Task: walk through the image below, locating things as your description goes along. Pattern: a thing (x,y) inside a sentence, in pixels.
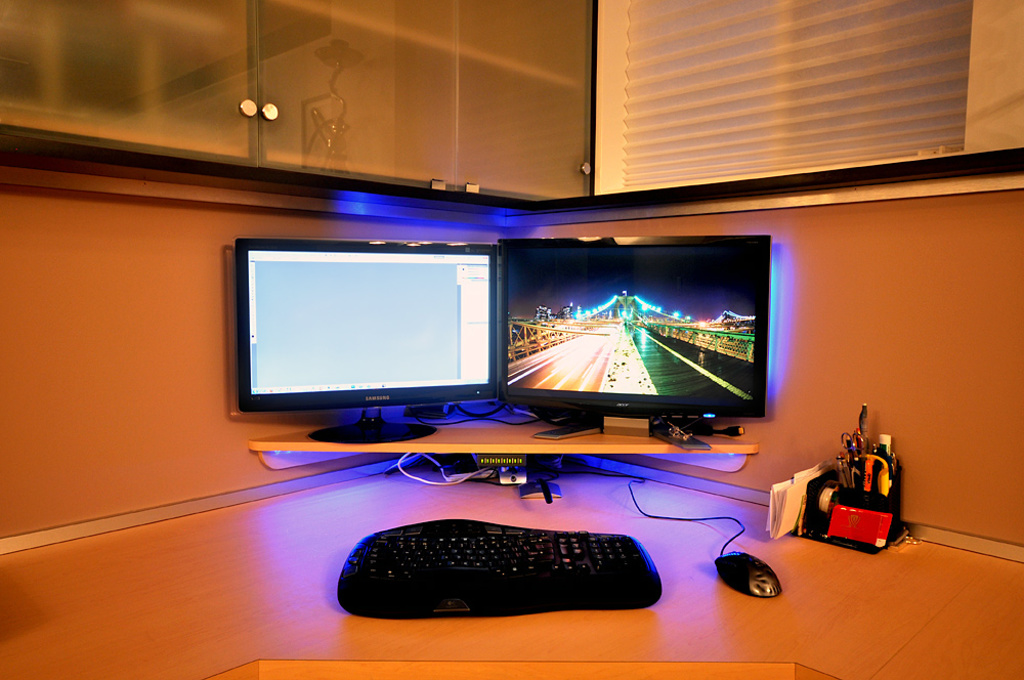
There are two monitors (287,342), keyboard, mouse (755,563) and few other articles (814,525) on a desk (385,641) at a corner (927,300) of a room (858,125).
